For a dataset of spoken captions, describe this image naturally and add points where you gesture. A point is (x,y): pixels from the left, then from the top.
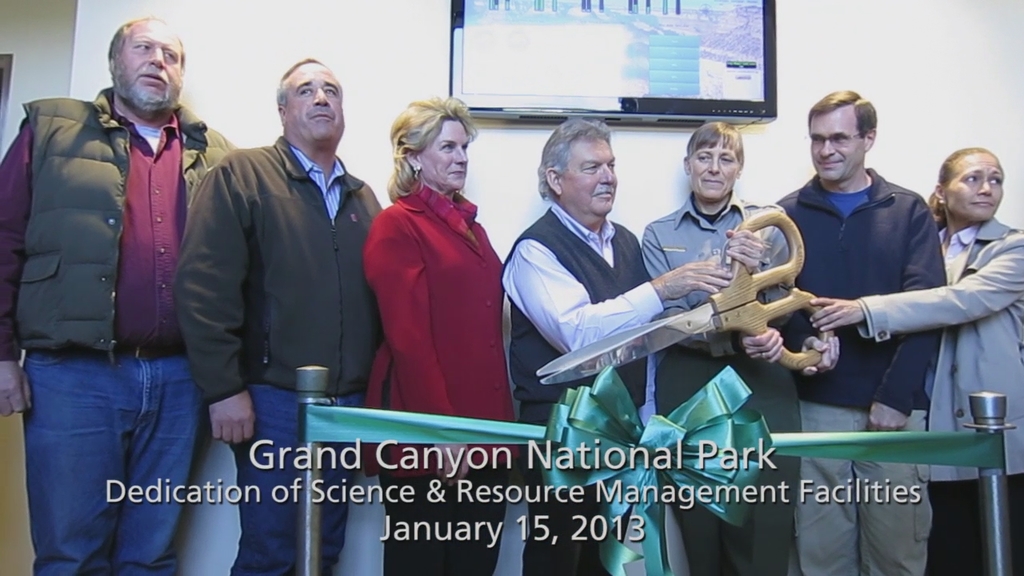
In this image there are few people (164,175) standing. Most of them are wearing jacket (299,212). Few of them are holding a big scissors (721,327). Here there is a green ribbon (325,413). In the background (464,84) on the wall (1003,215) TV (646,62) is mounted. On the bottom (414,489) there are some texts (533,491).
